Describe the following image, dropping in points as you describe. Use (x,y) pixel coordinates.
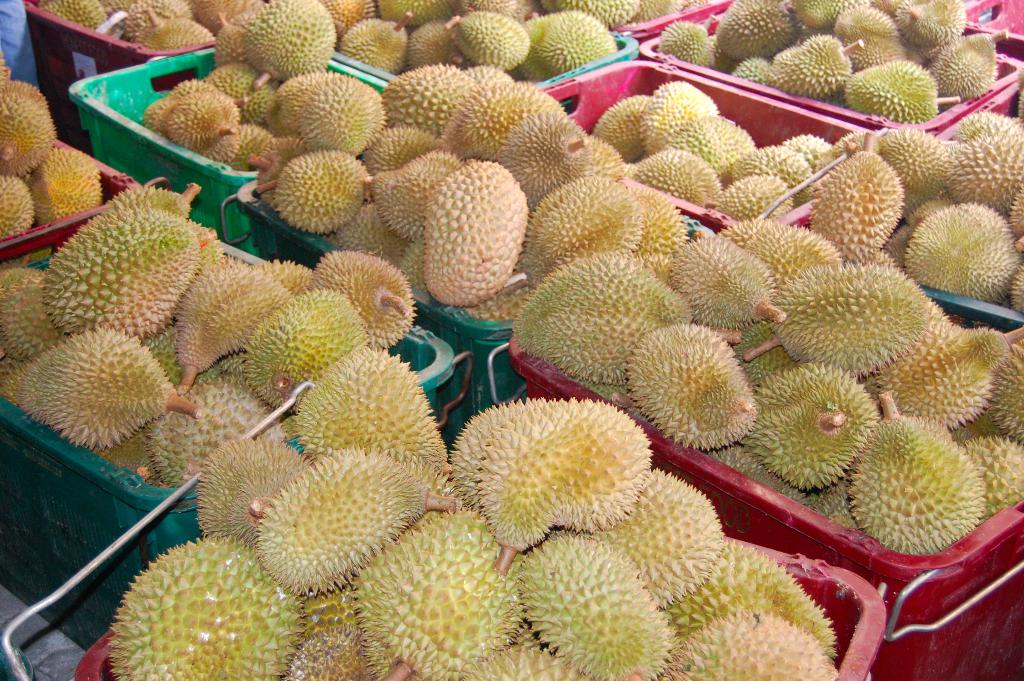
In this image there are some Durian fruits (514,256) are kept in a containers (193,60) as we can see in middle of this image (573,236).
